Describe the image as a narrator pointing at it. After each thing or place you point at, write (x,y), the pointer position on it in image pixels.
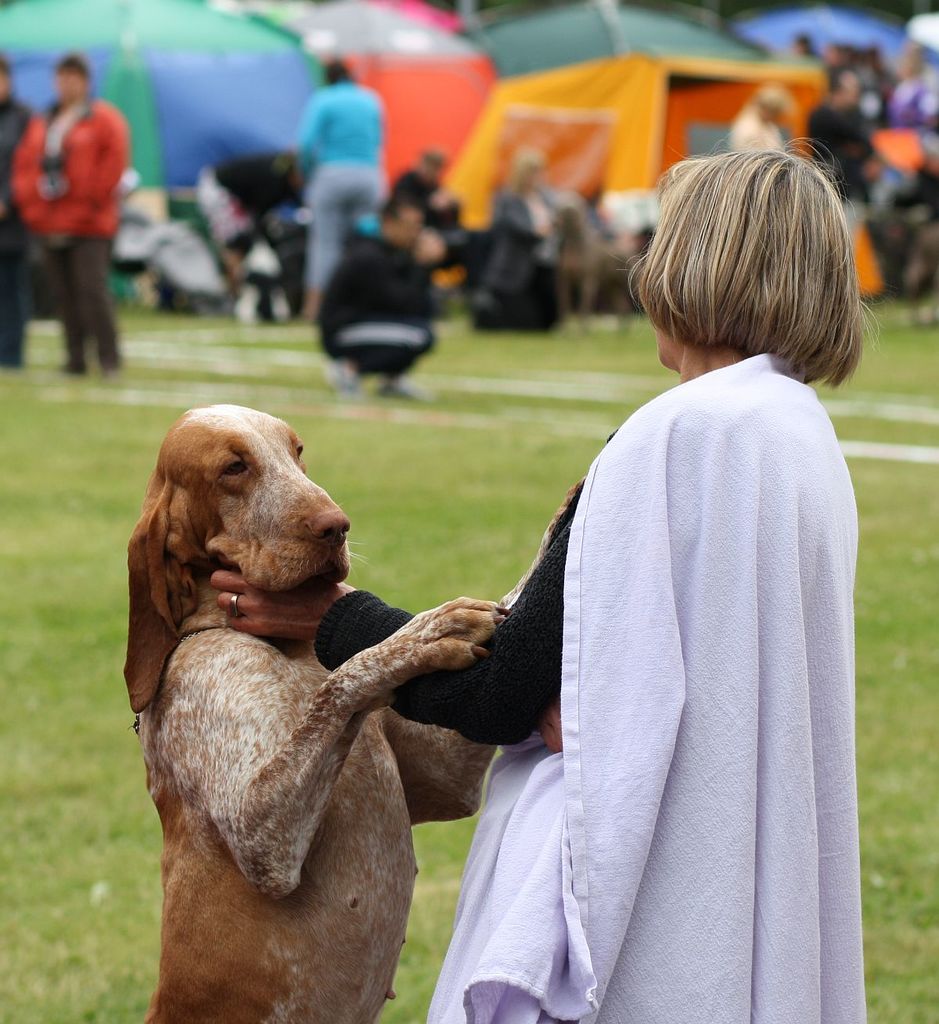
In this image there is a girl (709,553) holding the neck (228,628) of the dog (267,749) which is in front of her. In the background (408,83) there are tents (166,89). In front of the tents (154,79) there are few people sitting on the ground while some people (311,208) are standing.
